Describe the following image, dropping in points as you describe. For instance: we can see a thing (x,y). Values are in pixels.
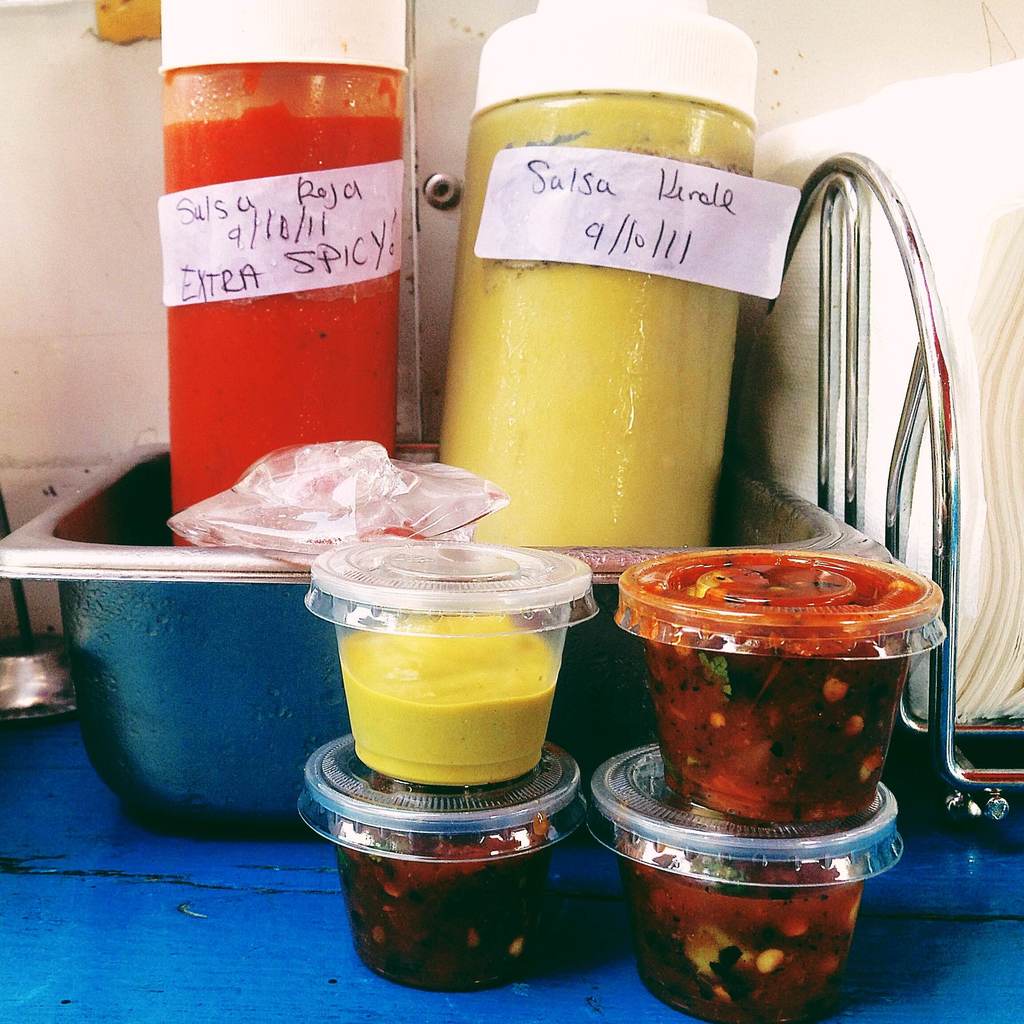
This 2 jars (596,137) in a container (603,552). This 2 jars (559,394) contains red color sauce (315,134) and green color sauce (553,282). In-front of this container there are 4 cups (443,571) with lids (725,591). Beside this jar (738,235) there is a rod (947,332) in silver color.
